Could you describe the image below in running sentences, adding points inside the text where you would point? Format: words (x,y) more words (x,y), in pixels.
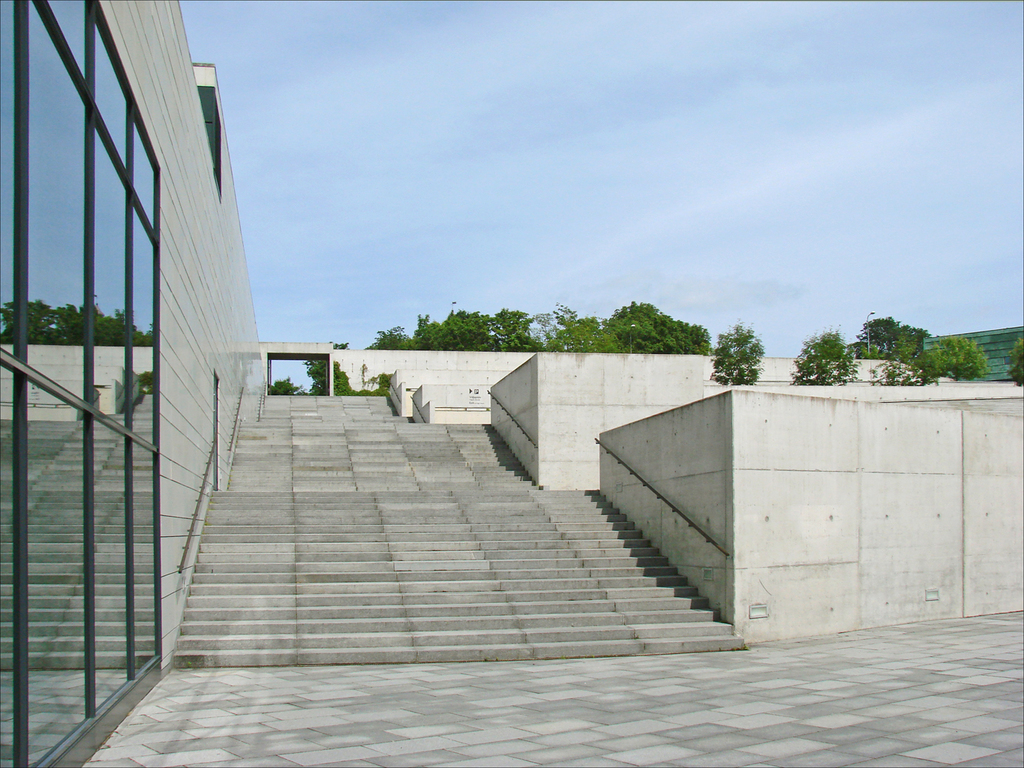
In this picture we can observe steps (244,556). On the left side (116,445) we can observe a wall (183,303) and mirrors (66,421). In the background (578,154) there are trees (635,352) and a sky (548,154).
